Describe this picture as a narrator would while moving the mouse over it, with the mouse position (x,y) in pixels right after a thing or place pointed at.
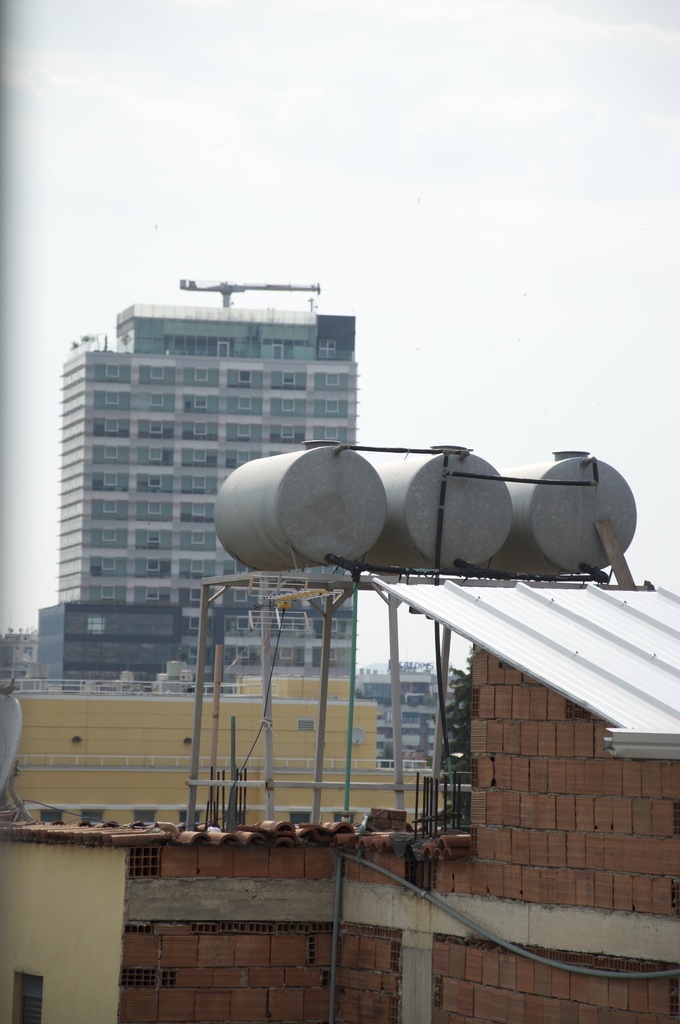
In this picture I can see some buildings (198,454).
